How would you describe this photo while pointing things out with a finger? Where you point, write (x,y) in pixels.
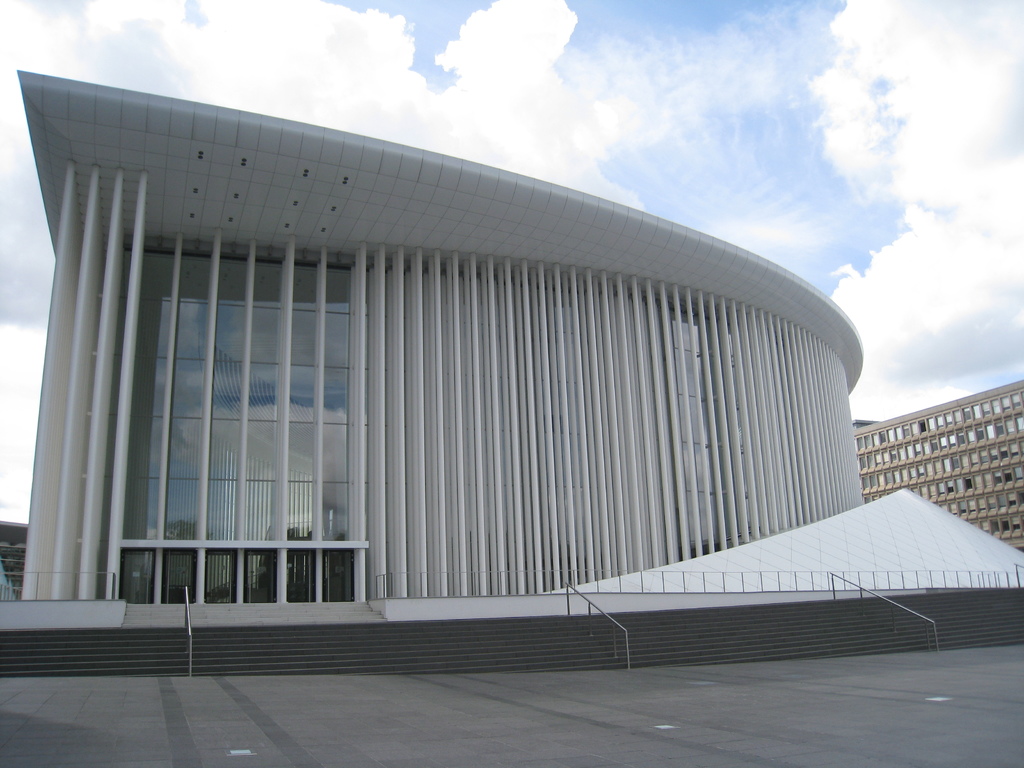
In this image we can see buildings (752,461), floor (621,732), steps (560,654), and railing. In the background (249,4) there is sky (753,111) with clouds (927,349).
